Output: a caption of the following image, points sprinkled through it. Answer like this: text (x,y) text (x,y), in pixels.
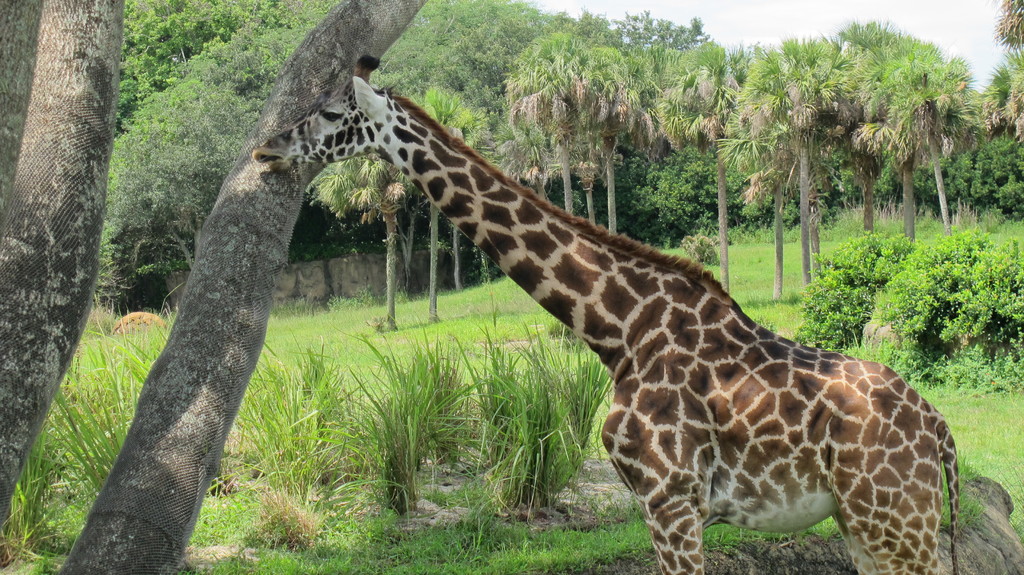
In this picture we can see a giraffe (626,365). Behind the giraffe (637,308) there are plants (546,355), grass (538,346), wall (356,274) and trees (568,110). Behind the trees (545,73) there is the sky (931,23).
